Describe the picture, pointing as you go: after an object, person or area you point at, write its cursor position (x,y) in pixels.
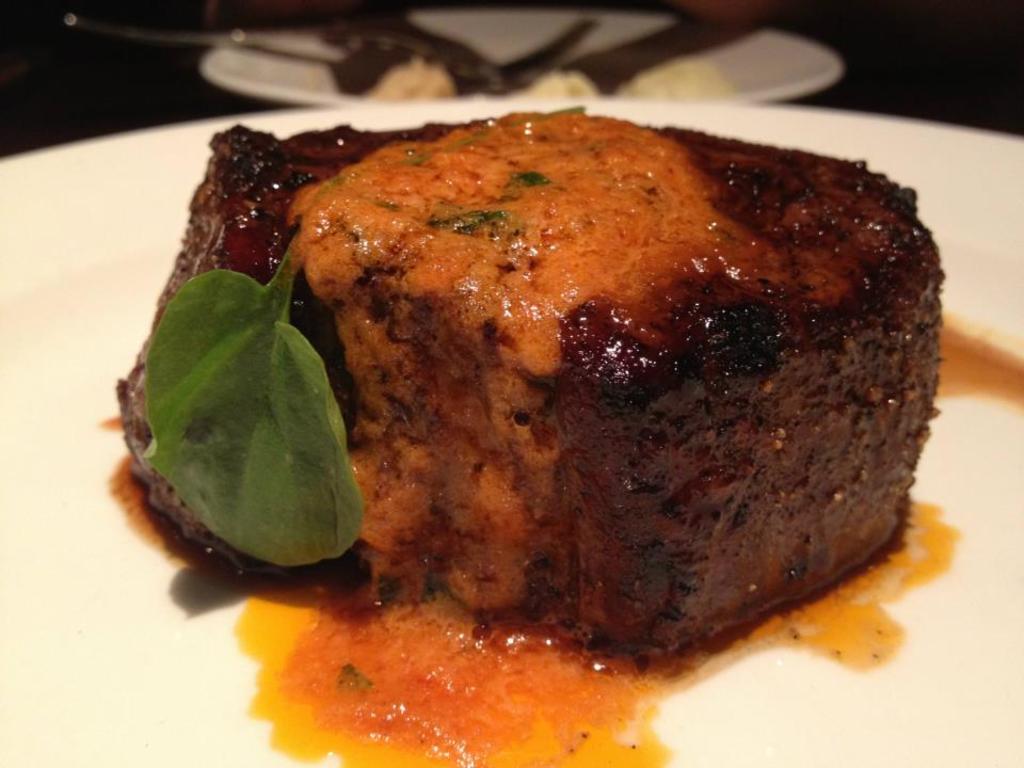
In this image I see a white plate (56,206) on which there is food (466,208) which is of brown and orange in color and I see a green leaf (203,415) over here and it is dark in the background (937,109) and I see another white plate (460,34) over here on which there are few things (554,71).
